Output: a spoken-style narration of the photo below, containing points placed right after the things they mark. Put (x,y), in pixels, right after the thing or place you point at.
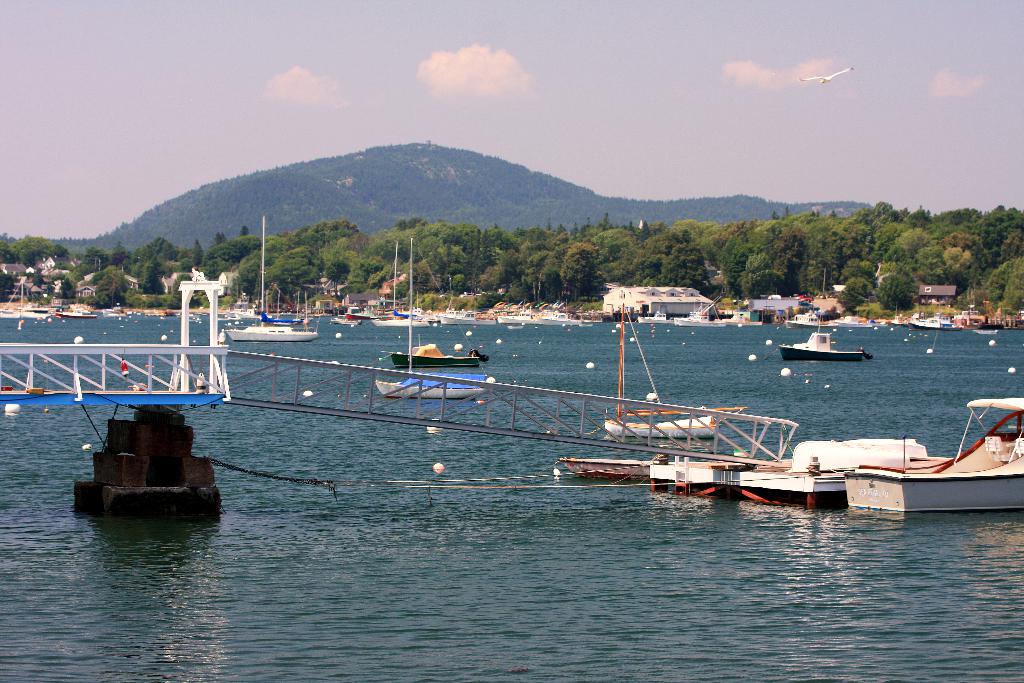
In this image it seems like there is a river (408,537) at the bottom (457,554). In the river (521,562) there are so many boats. On the left side (149,378) it looks like a bridge (212,383). There are some white color round balls (806,381) in between the boats (867,479). In the middle (532,246) there are so many trees (745,281). In the background (294,189) there are hills (558,188). At the top (604,54) there is the sky (625,58). There is a bird (821,76) flying in the sky (741,64). There are few houses (668,293) beside the trees (588,254).
